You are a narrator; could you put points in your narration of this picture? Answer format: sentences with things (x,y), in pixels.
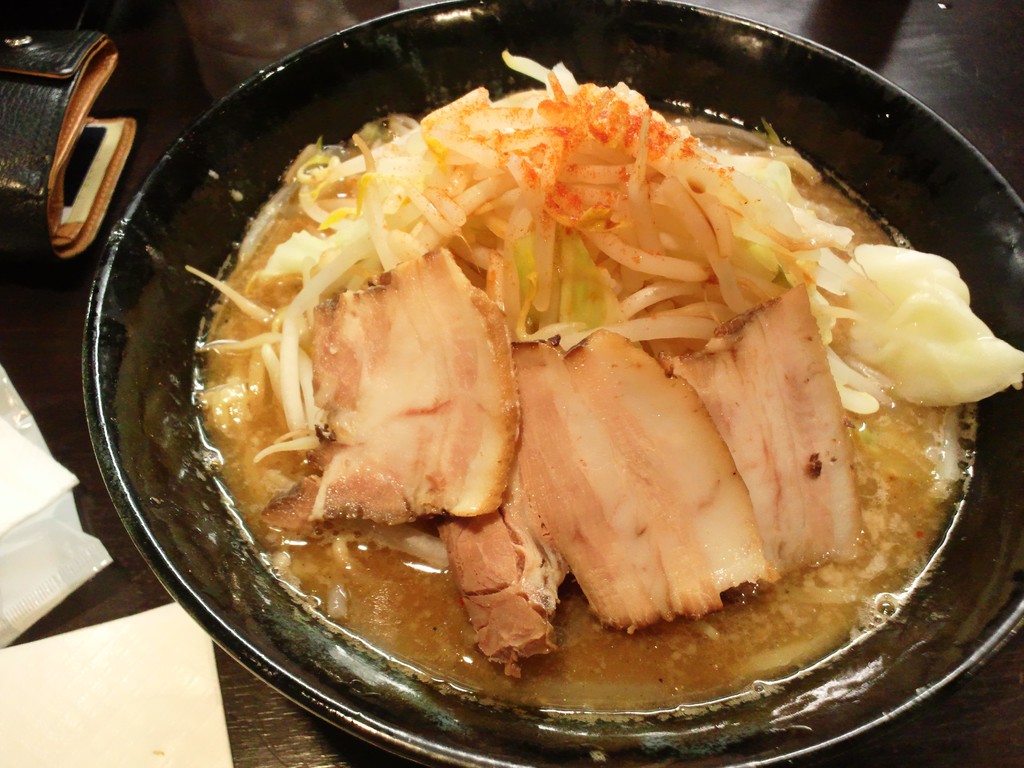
In this image there is a food item (680,452) placed in a dish (133,339), which is on the black color surface (258,763) and there are tissues (15,580) and a purse (42,154).
